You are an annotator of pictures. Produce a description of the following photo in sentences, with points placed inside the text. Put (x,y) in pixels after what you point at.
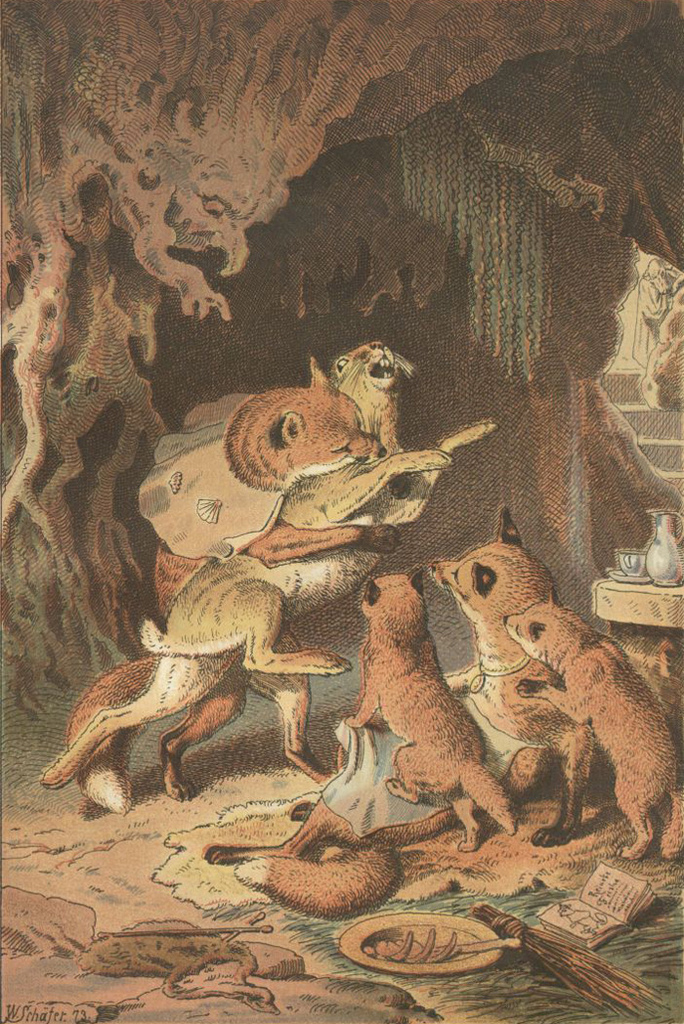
This is the image of a painting (272,354) in which we can see group of animals (390,650) in a cave (317,943), there we can also see a broomstick (590,962), a book (601,896), a plate (401,962) with some food (408,955).
